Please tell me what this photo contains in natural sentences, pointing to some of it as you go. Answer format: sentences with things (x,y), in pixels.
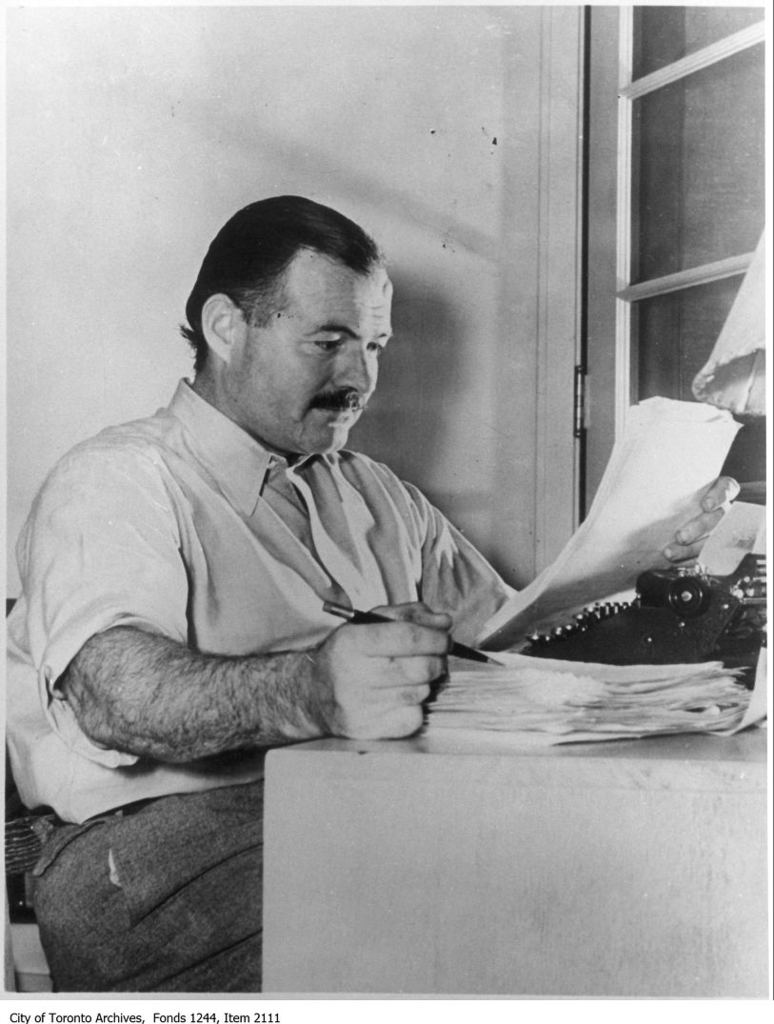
There is a man (167,782) sitting and holding paper (623,473) and pen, in front of this, man (477,570) we can see papers (615,690) and object (726,617) on table (530,779). We can see wall (431,134) and window (680,171).
